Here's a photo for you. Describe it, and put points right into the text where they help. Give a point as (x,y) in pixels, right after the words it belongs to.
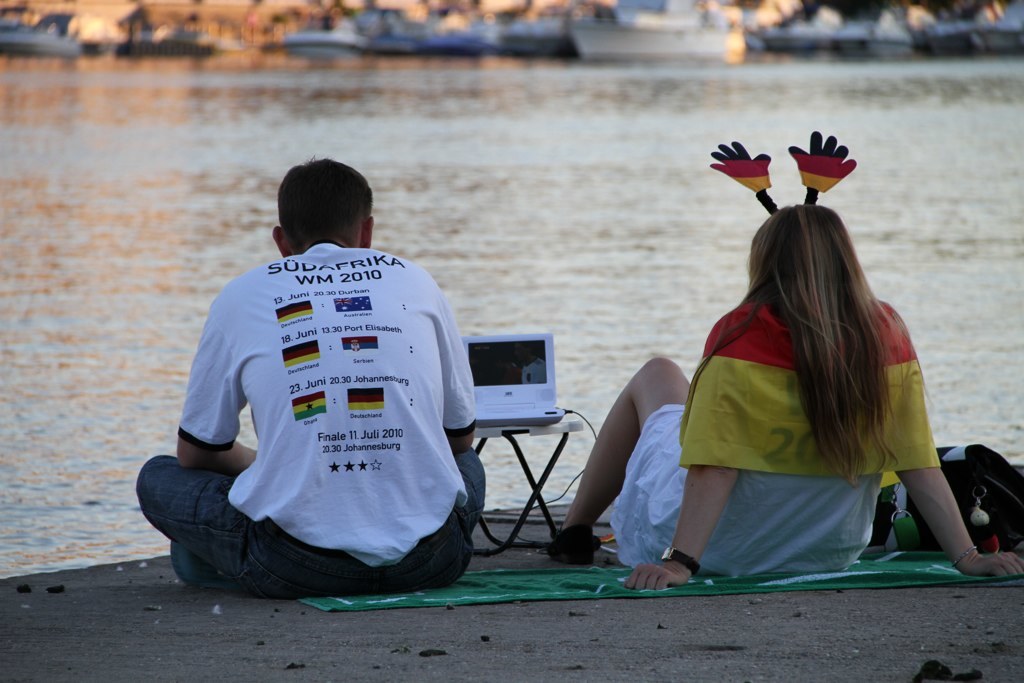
In this image we can see a man (423,571) and a woman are sitting on a cloth (958,578) on the concrete (367,656) at the water (513,496) and we can see a laptop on a stand (569,432) and on the right side (978,544) there is a bag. In the background (179,84) the image is not clear but we can see boats (397,50) on the water (493,123).
